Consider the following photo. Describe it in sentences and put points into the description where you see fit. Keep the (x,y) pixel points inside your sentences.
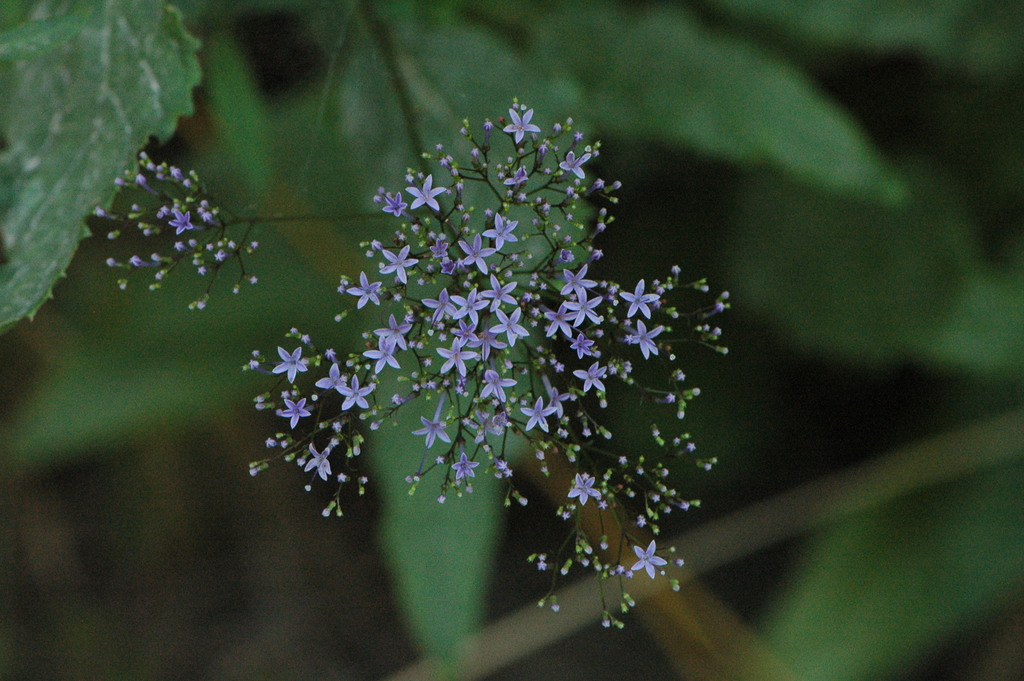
In the center of the image (481,401) we can see flowers (299,409). In the background (426,132) there are leaves (343,106).
